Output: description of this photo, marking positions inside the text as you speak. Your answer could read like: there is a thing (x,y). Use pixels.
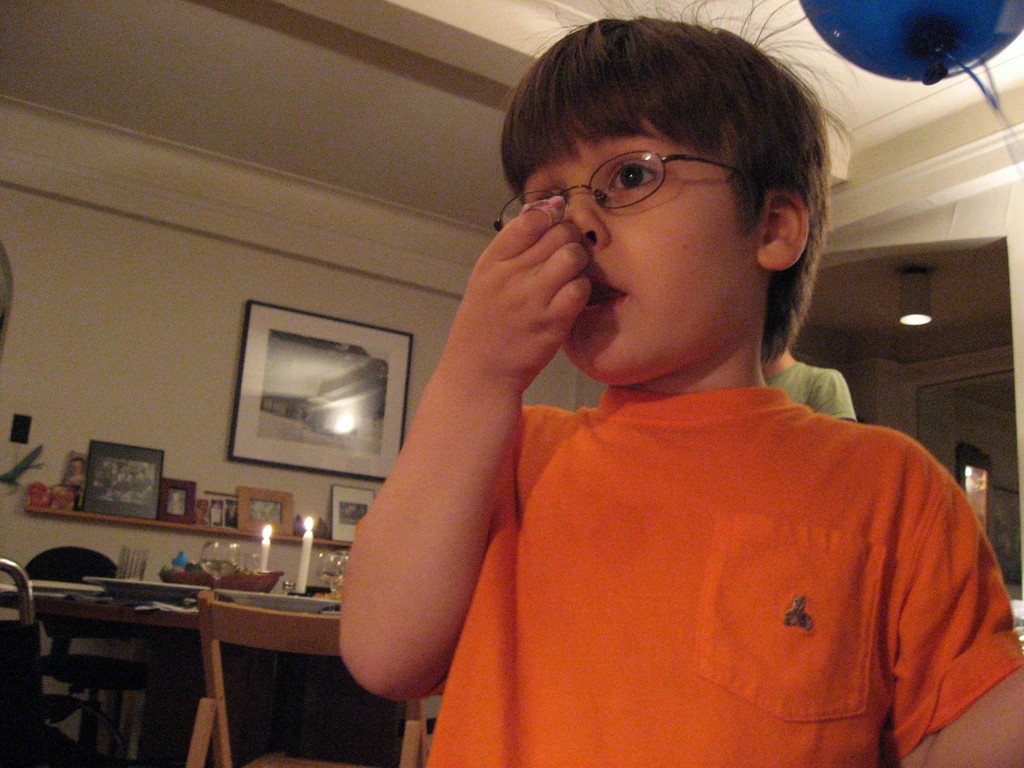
This is a picture inside view of an house (267,103) and a person (679,409) wearing a orange color shirt (628,533) And his wearing a spectacles (630,190) on the right side (780,565) he is standing, back side of him there is a light (925,304) visible, on the left side (130,618) there is a table (134,606), on the table (124,603) there is a candles (268,559) and in front of the table (188,618) there is a chair (212,641) visible And left corner (66,362) there a wall (55,370), on the wall (184,389) a photo frames (254,389) attached to the wall (269,487).
